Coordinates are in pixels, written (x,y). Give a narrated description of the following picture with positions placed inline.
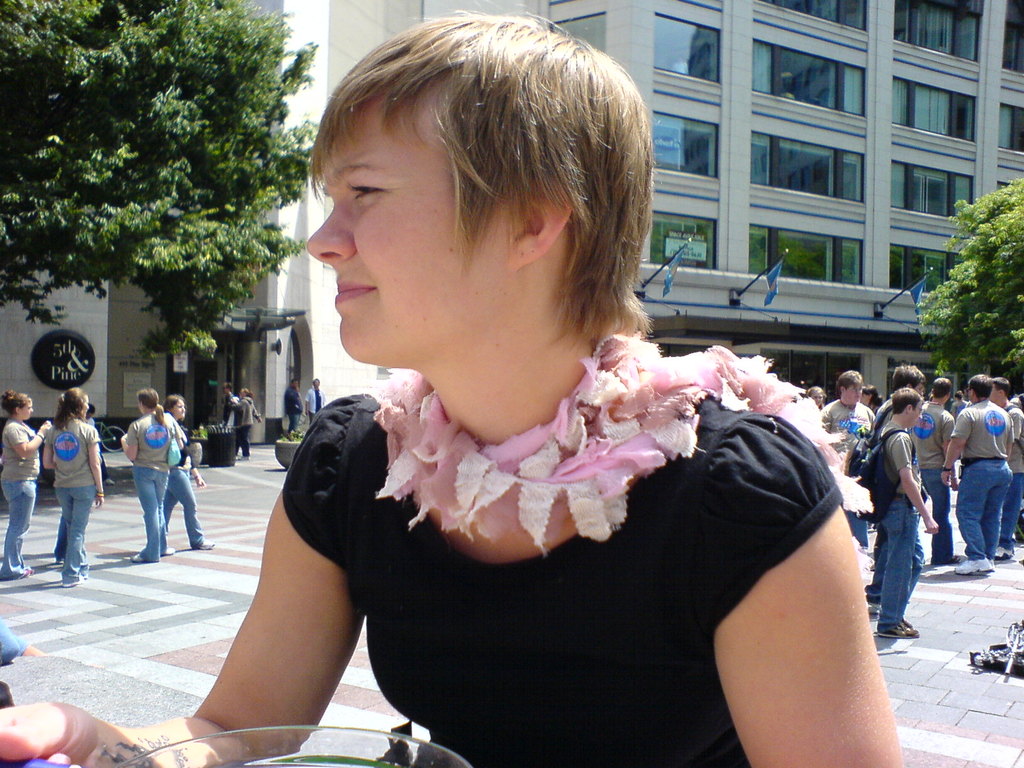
In this picture there is a woman (613,416) sitting and holding the object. At the back (1009,419) there are group of people (925,483) and there is a building (116,344) and there are flags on the building (692,110) and there are trees (1014,255). On the left side of the image (301,440) there are plants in the pots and there is a dustbin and there is a bicycle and there are boards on the wall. At the bottom (85,619) there is a pavement (222,577).
